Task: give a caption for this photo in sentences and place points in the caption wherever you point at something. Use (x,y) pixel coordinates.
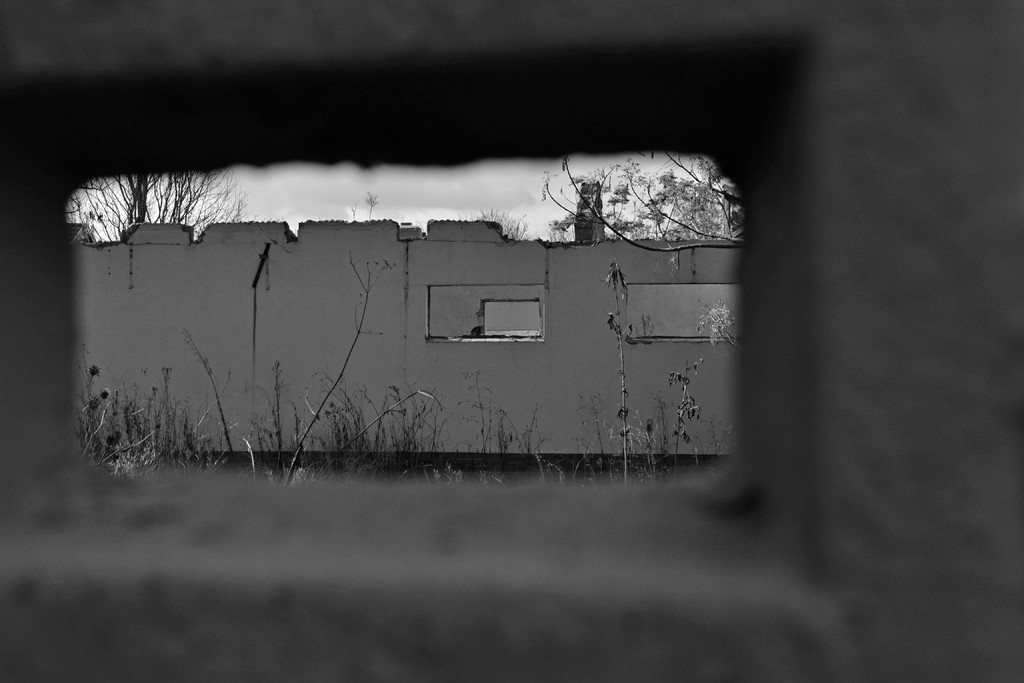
This is the black and white image and there is a wall (371,349) and we can see some plants (295,427) and trees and we can see the sky (475,179) and the image is blurred.
